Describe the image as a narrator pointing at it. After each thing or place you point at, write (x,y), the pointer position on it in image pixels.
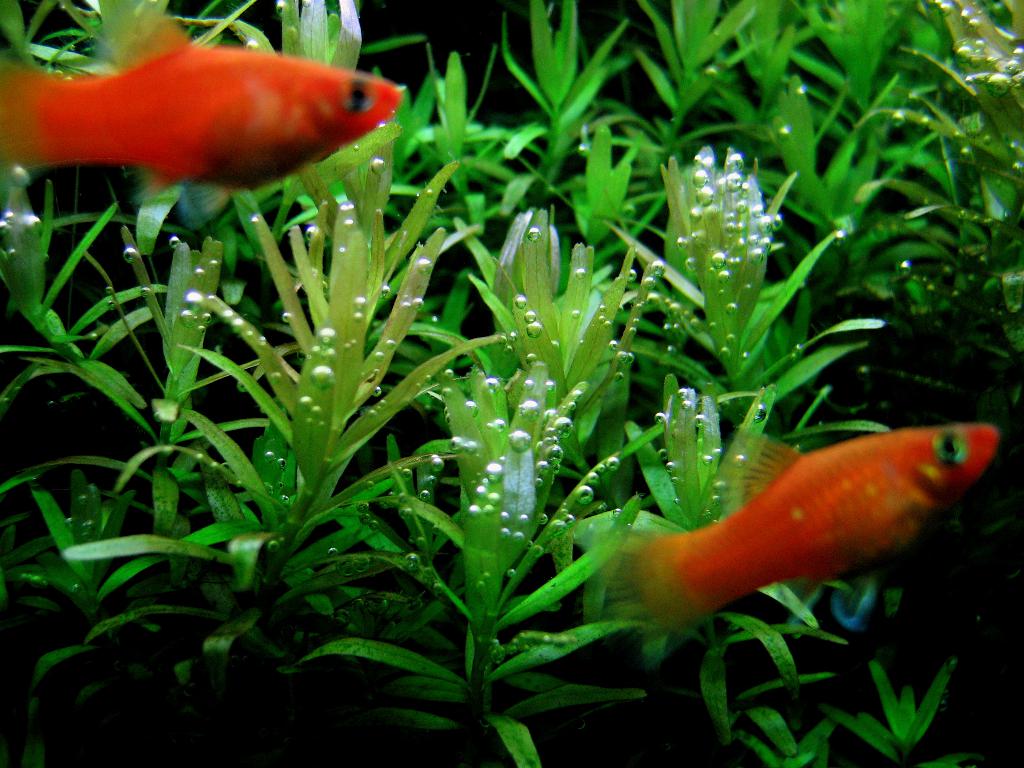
In this picture we can see the fishes (132,86) swimming in the water body (884,591) and we can see the marine plants (657,385) and some other objects (866,594).
